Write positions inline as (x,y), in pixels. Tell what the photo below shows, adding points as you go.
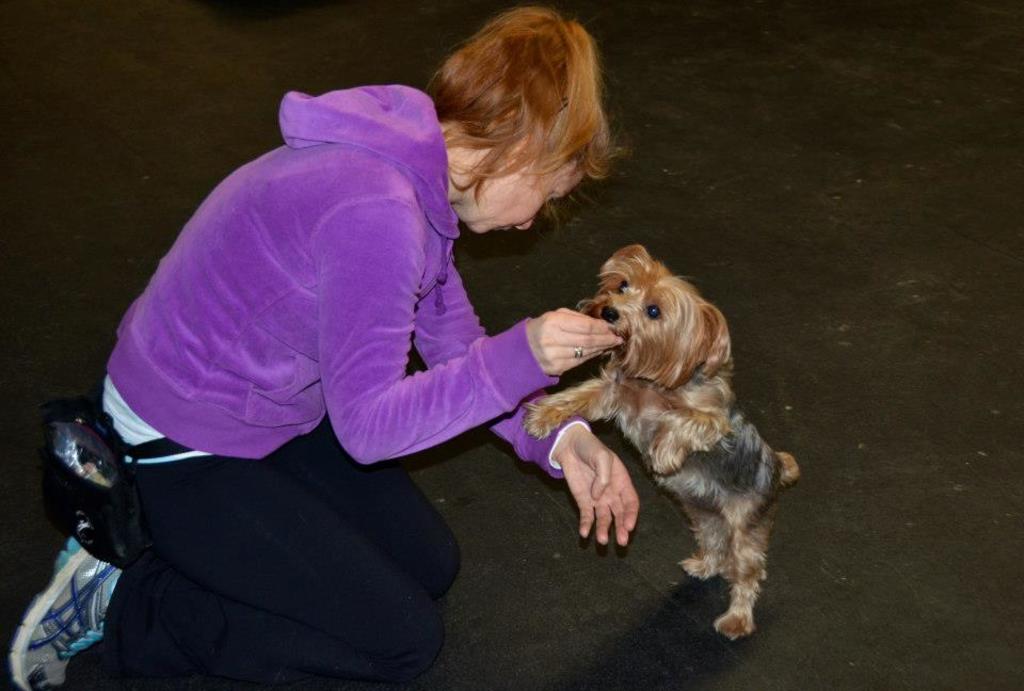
In this picture we can see a woman (380,369) and she is playing with a dog (665,354).
